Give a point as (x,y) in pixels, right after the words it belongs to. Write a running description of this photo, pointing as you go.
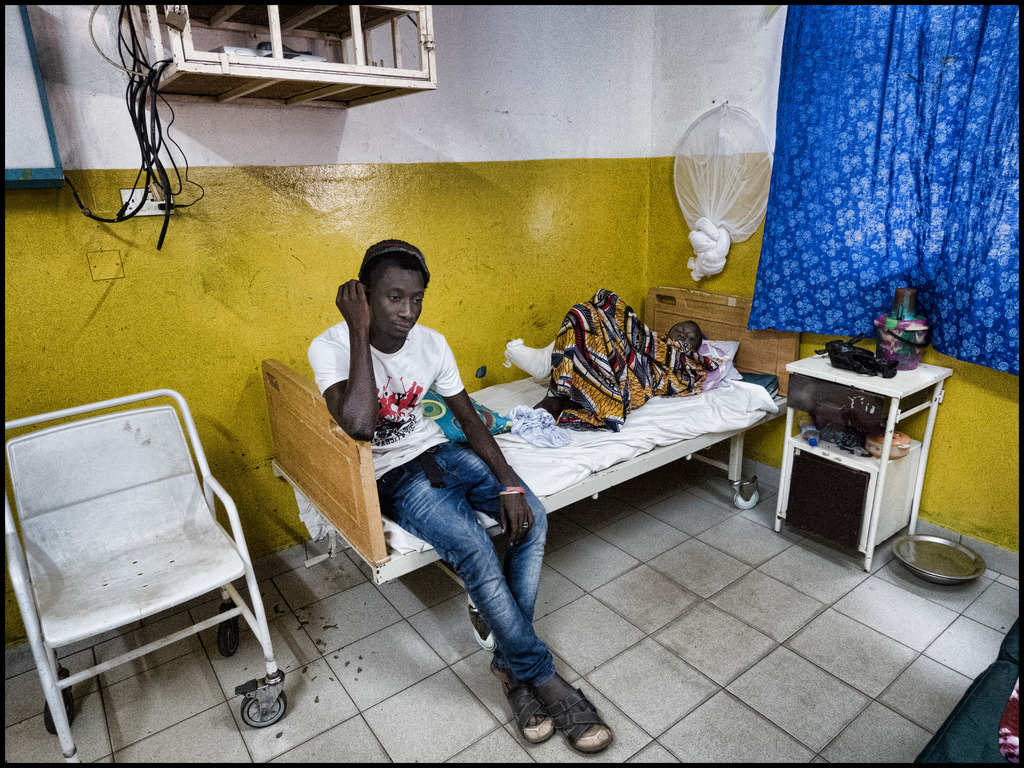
In this image I can see the person (510,492) sitting on the bed (619,448) and wearing the white and blue color dress (418,487). I can see another person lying on the bed (553,456) with the blanket (570,365). To the left (106,556) there is a chair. To the right (860,414) I can see the table (830,469) with some objects (890,331) and the blue color curtain (948,193). In the background (373,41) I can see the some wooden boxes (301,65) to the wall (376,102). The wall (405,135) is in yellow and white color.
